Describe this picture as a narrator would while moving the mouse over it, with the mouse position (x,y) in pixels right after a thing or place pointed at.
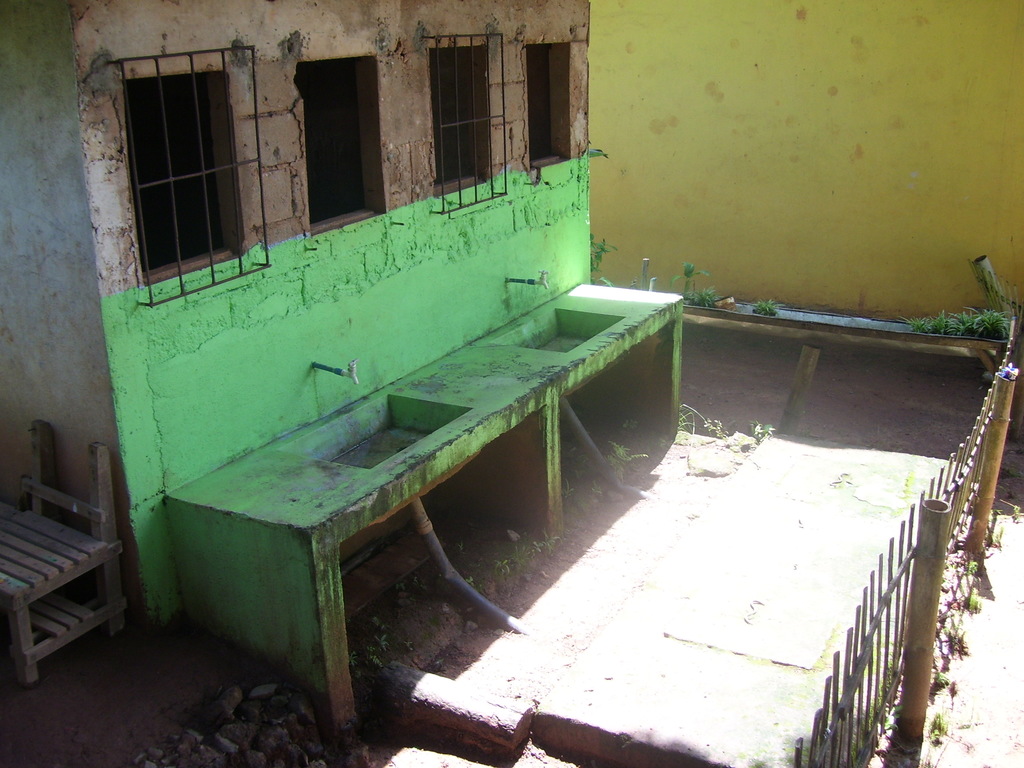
In this picture there are windows (556,105) and sinks (464,419) on the left side of the image (287,482) and there is a boundary (833,720) on the right side of the image (1006,425), there is a broken chair (60,494) on the left side of the image (46,515).
